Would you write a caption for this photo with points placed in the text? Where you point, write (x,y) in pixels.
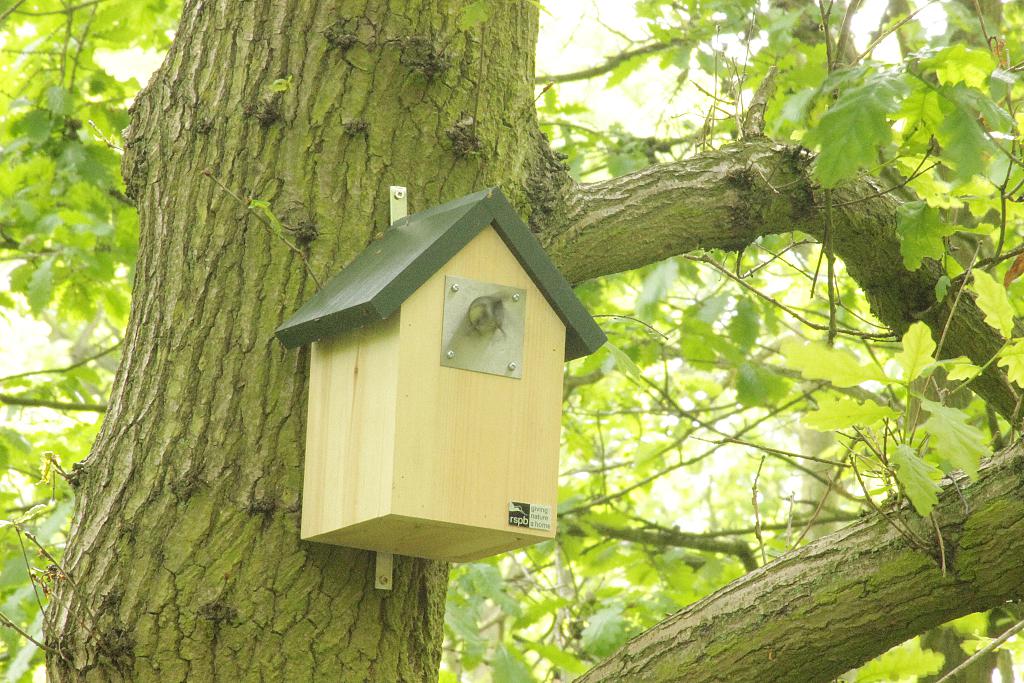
There is a model of a house (453,385) on the trunk (245,308) in the foreground area of the image (480,350), there are branches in the background (615,281).
